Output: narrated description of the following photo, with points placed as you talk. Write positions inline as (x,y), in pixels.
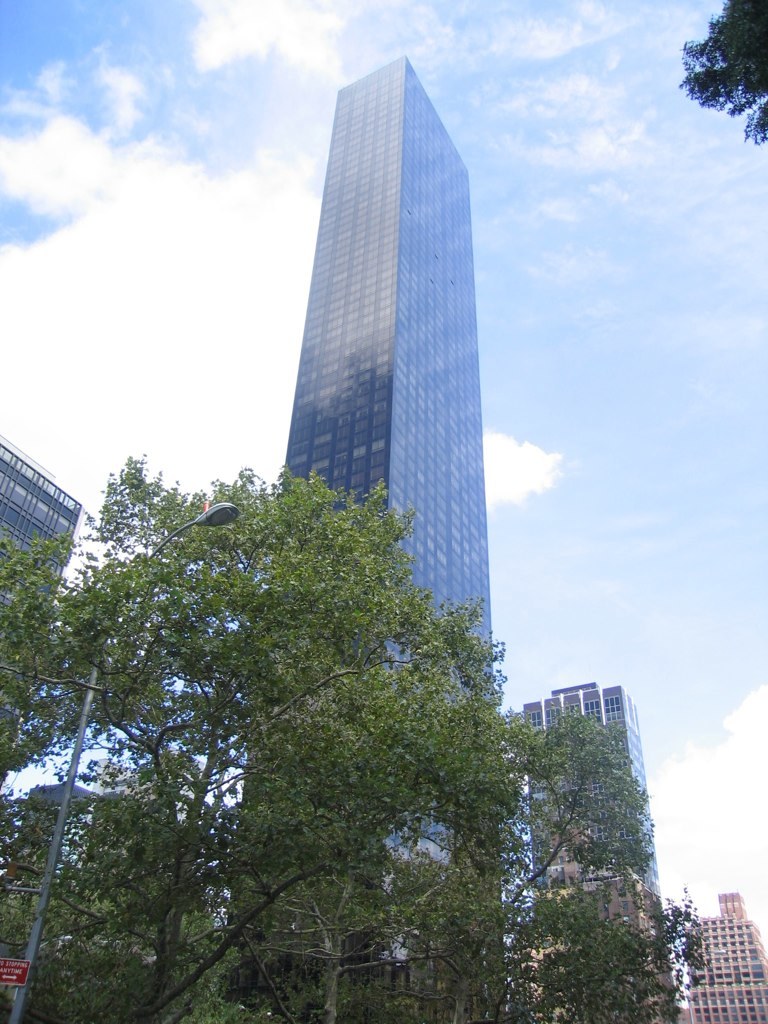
In this image at the bottom (97,820) we can see trees (114,600) and a board (13,972) on the street light (44,919). In the background (5,348) there are buildings (471,444), windows (399,472), a tree (748,15) on the right side (737,14) top corner and clouds (300,226) in the sky (725,652).
